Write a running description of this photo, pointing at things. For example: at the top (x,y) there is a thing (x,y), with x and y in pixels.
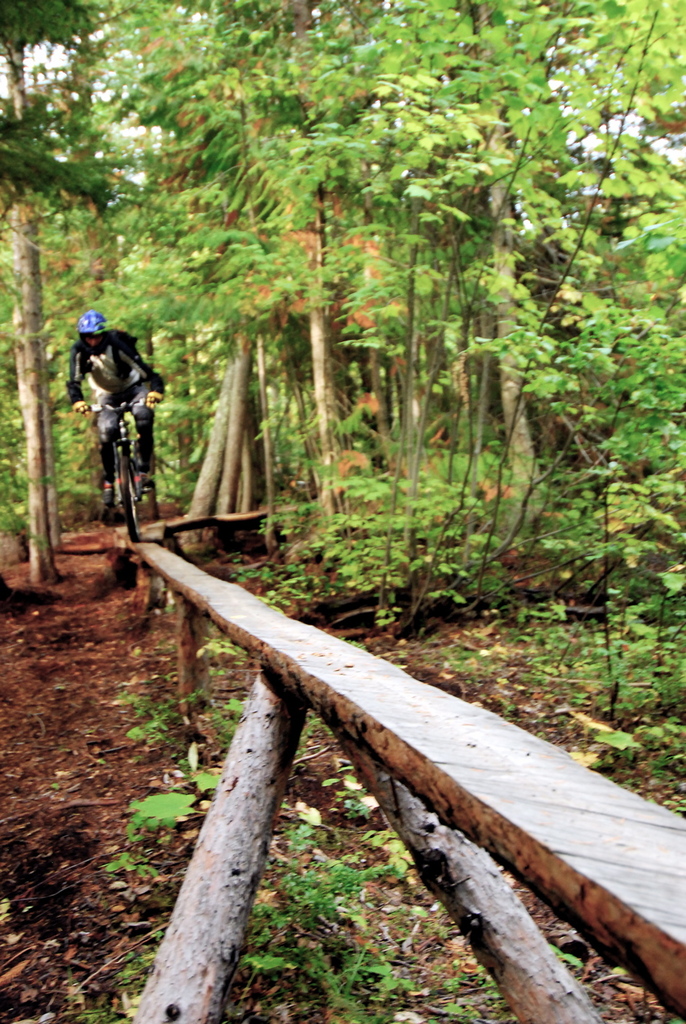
On the left side of the image (107,360), we can see a person (149,486) is riding a bicycle (133,493) on the wooden object (270,673). Background (681,448) we can see trees (21,419) and plants (654,464).
